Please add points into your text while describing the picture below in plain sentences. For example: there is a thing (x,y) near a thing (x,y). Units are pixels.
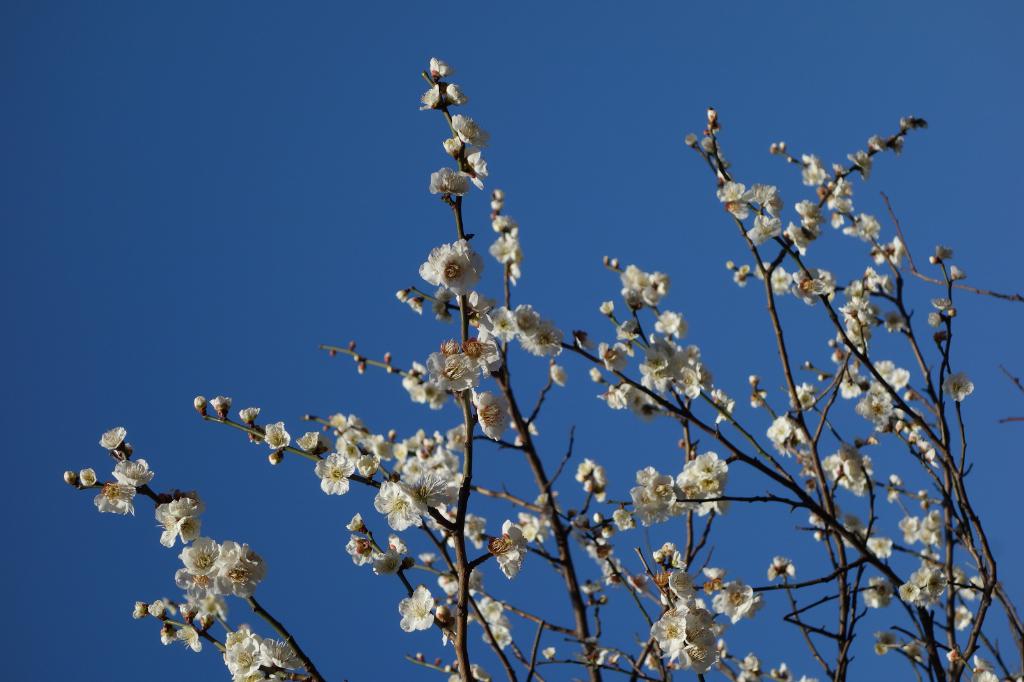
Here there is a tree (532,418), this is blue color sky (413,204).
